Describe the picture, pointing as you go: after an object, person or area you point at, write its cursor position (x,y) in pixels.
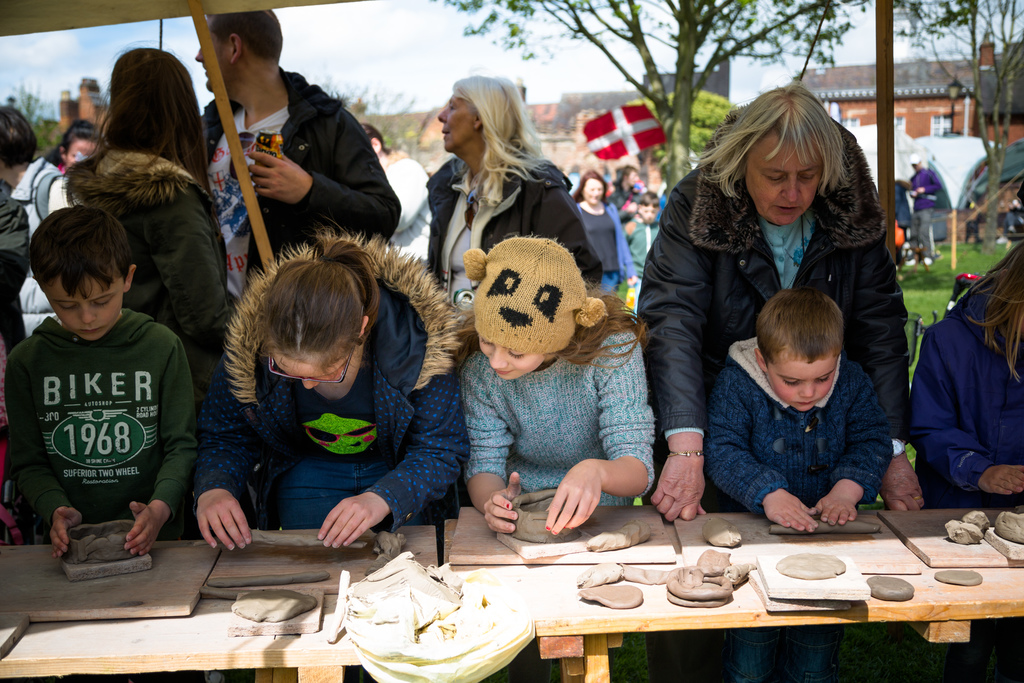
There is a group of people (604,225). Some people (539,165) are standing and some people (490,84) are walking. There is a table (657,544). They are making bowl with mud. We can see in the background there is a sky (514,67), tree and buildings (544,127).
